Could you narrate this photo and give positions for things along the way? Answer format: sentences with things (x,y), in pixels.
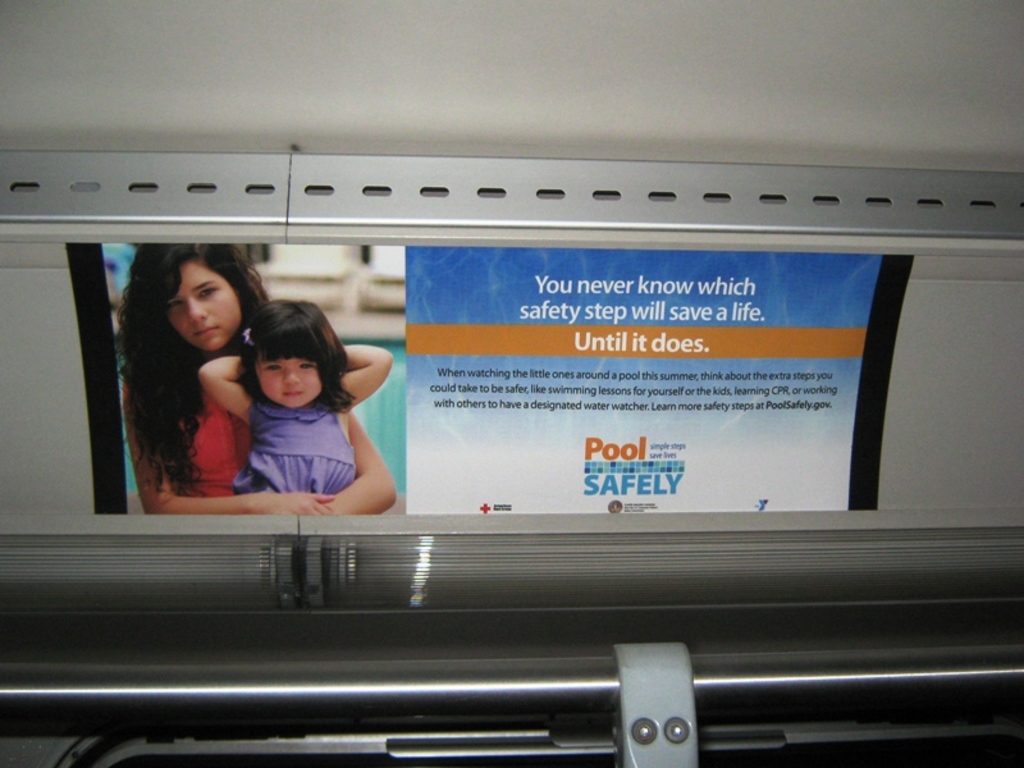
In the image we can see inside of the vehicle (531,124), on the vehicle (315,205) there is a poster (233,255).
